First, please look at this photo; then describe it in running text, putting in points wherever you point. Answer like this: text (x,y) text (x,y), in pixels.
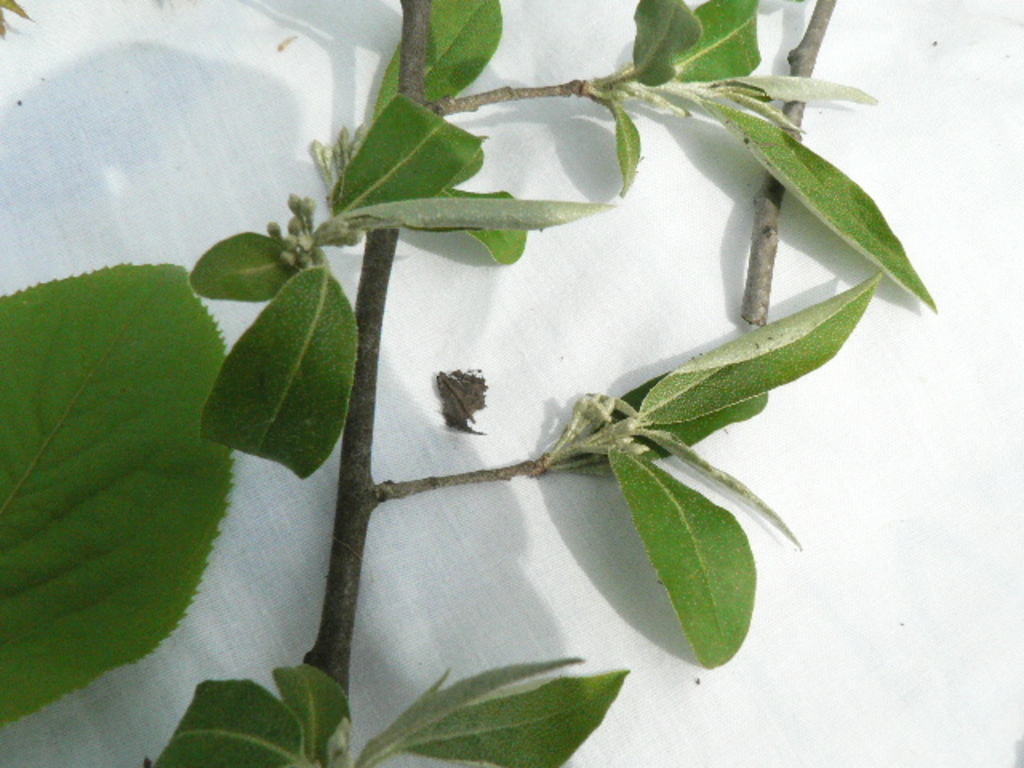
In this image, we can see the stem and leaves (707,470) of a plant (298,247) which is placed on the white color cloth (385,326).
